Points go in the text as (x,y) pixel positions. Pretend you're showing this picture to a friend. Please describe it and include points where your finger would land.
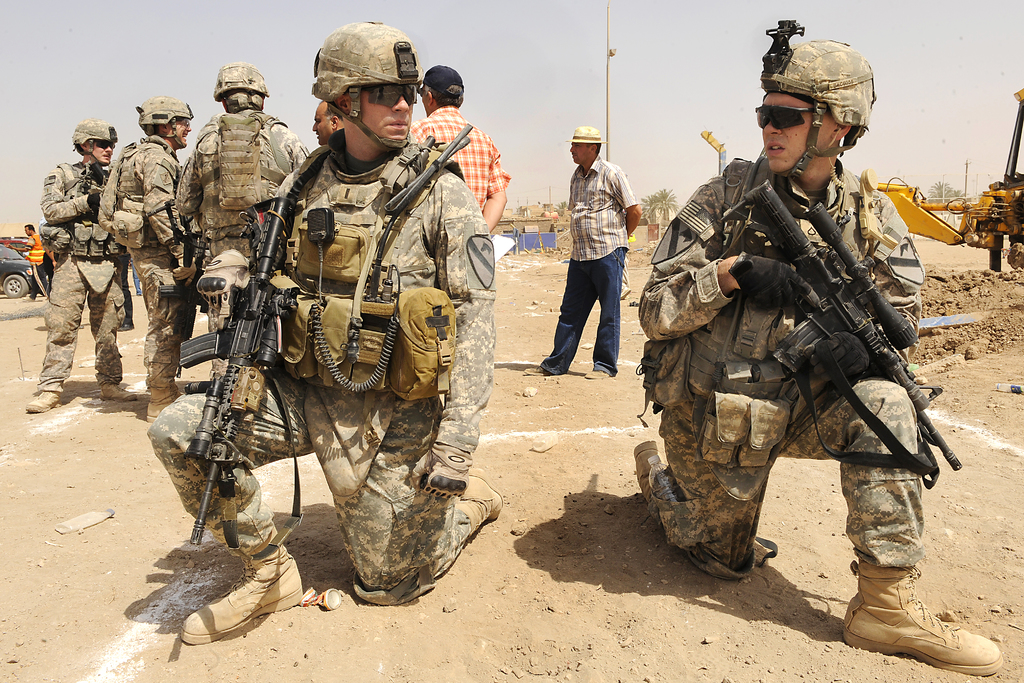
This picture describes about group of people (432,219), few people (274,281) wore helmets (346,79) and few people (352,249) holding guns (185,300), in the background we can see few vehicles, trees (668,216), poles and buildings (539,213).
